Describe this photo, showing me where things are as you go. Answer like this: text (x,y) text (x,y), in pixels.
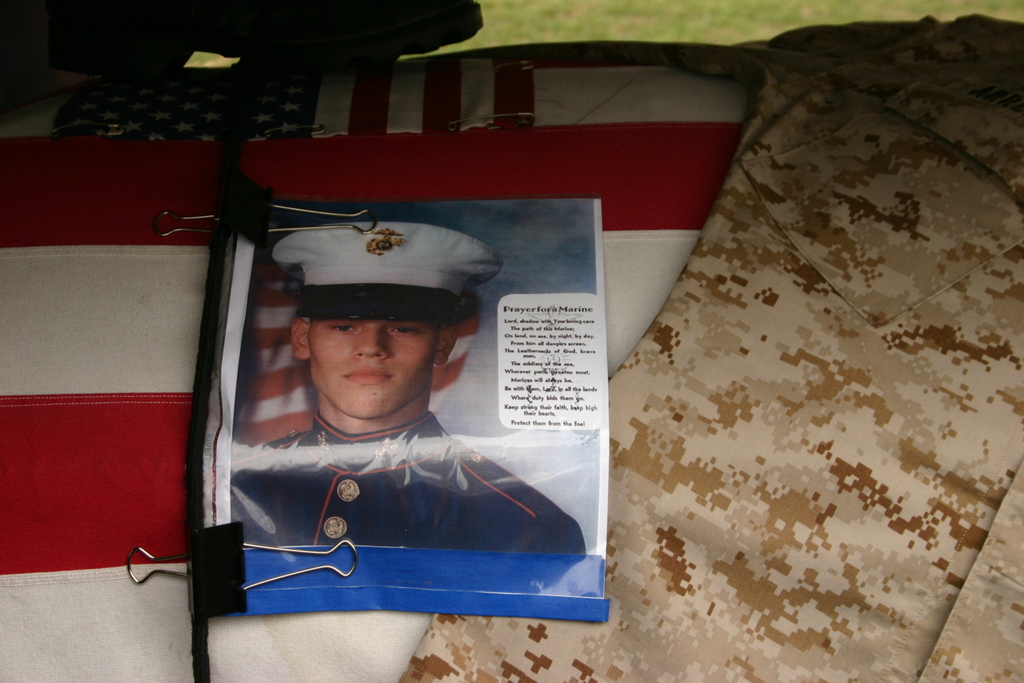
In the image on the flag (52,163) there are pins (526,66) and a photograph (398,301) of a man (374,350) and something is written on it. On the right side of the image (836,251) there is a shirt (897,111). And at the top of the image (215,42) there is a shoe (246,42).
